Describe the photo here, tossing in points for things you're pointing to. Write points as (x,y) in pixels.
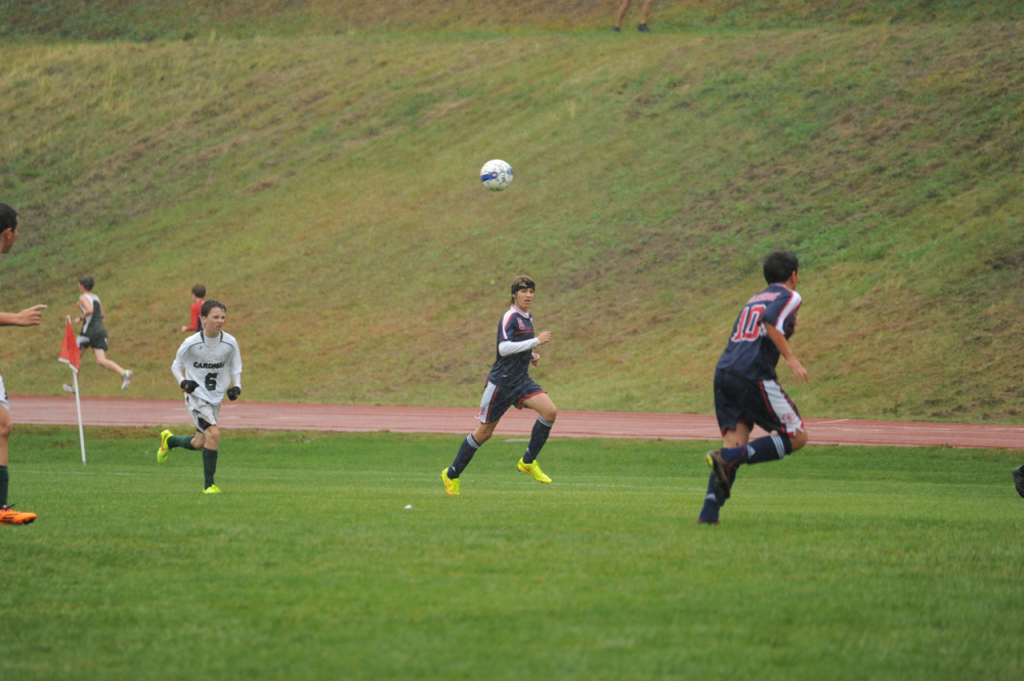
In this picture we can see five persons (748,368) are running, on the left side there is another person (17,324), at the bottom (656,593) there is grass (658,596), we can see a football (500,174) in the middle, we can also see a flag (75,369) on the left side (67,362).
